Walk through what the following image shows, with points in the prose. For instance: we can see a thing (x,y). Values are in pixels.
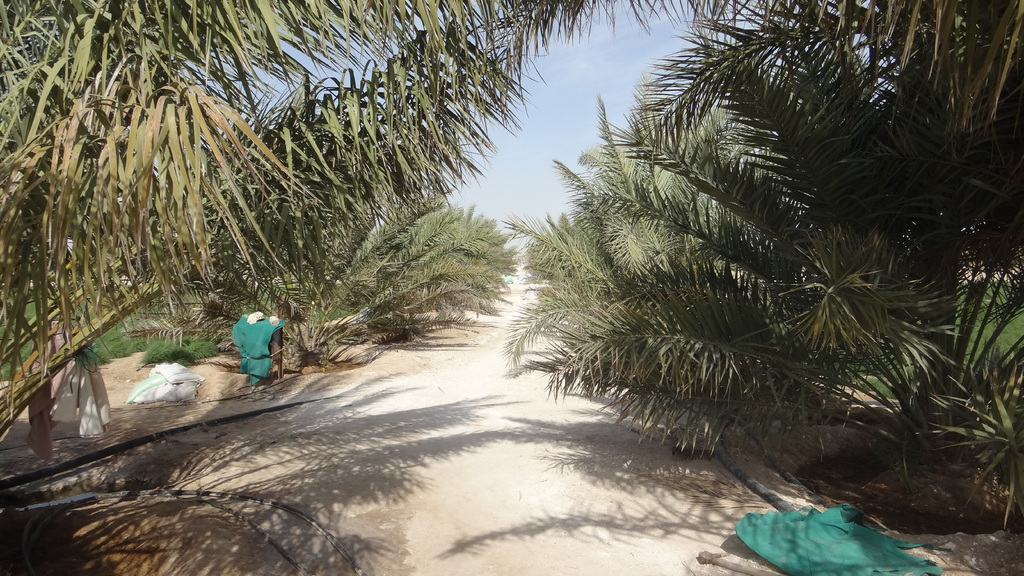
In this image I can see few trees (342,171), bags (179,394), sky (496,210), green color clothes (795,561) and few objects (264,412) around.
